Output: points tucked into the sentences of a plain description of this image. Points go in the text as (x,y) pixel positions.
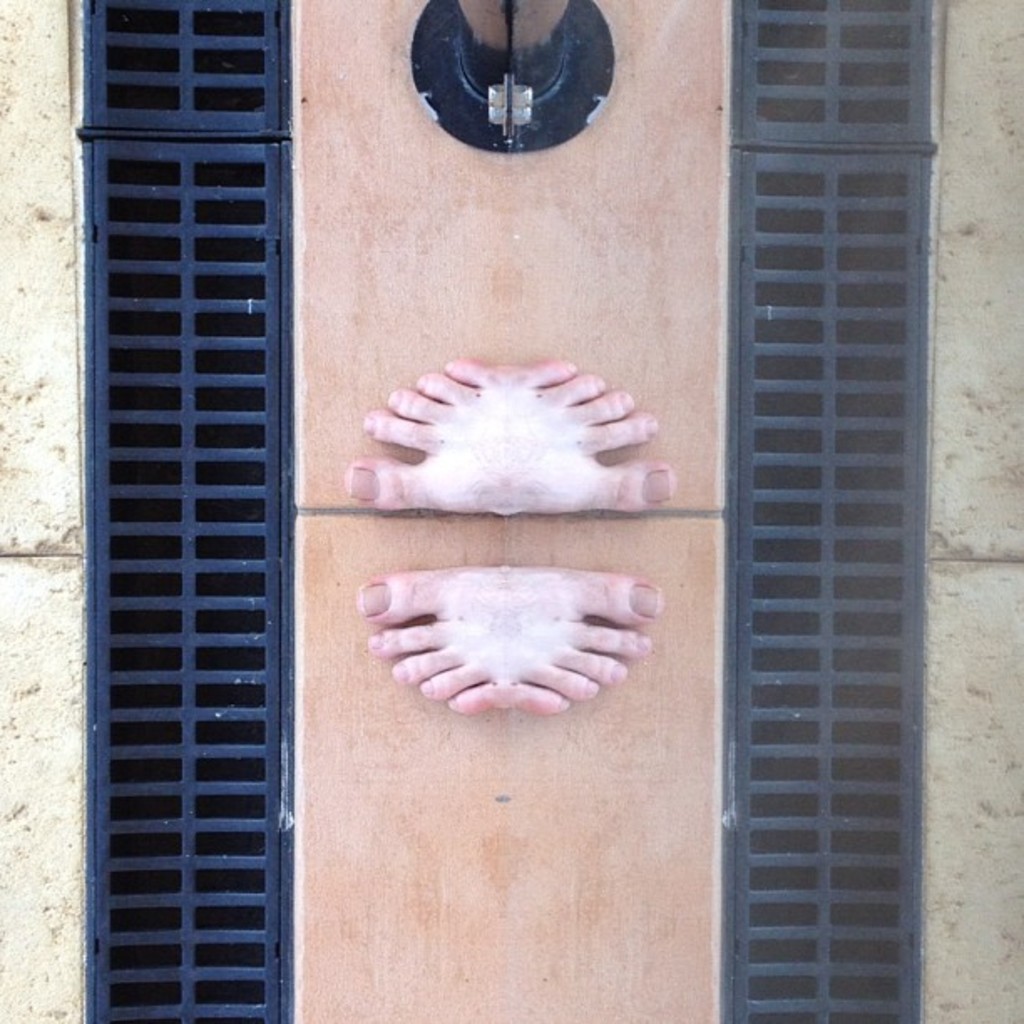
In this image we can see a foot (488,662) of a person (629,503) and in the background (144,902) we can see a metal mesh (197,275) and a pole (502,46).
